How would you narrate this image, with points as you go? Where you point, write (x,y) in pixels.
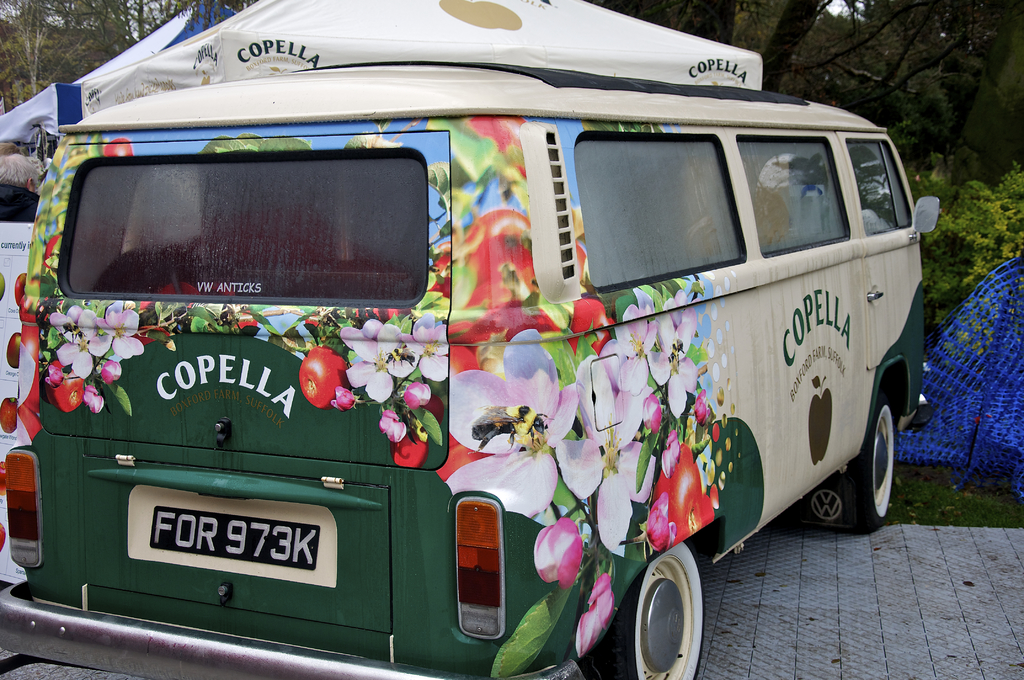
In the picture we can see a van (680,465) with a painting (688,469) and designs (661,468) on it and we can see a name COPELLA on it and just beside it, we can see some tent (48,90) which is white in color and some plants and in the background (939,75) we can see some trees (63,54).
